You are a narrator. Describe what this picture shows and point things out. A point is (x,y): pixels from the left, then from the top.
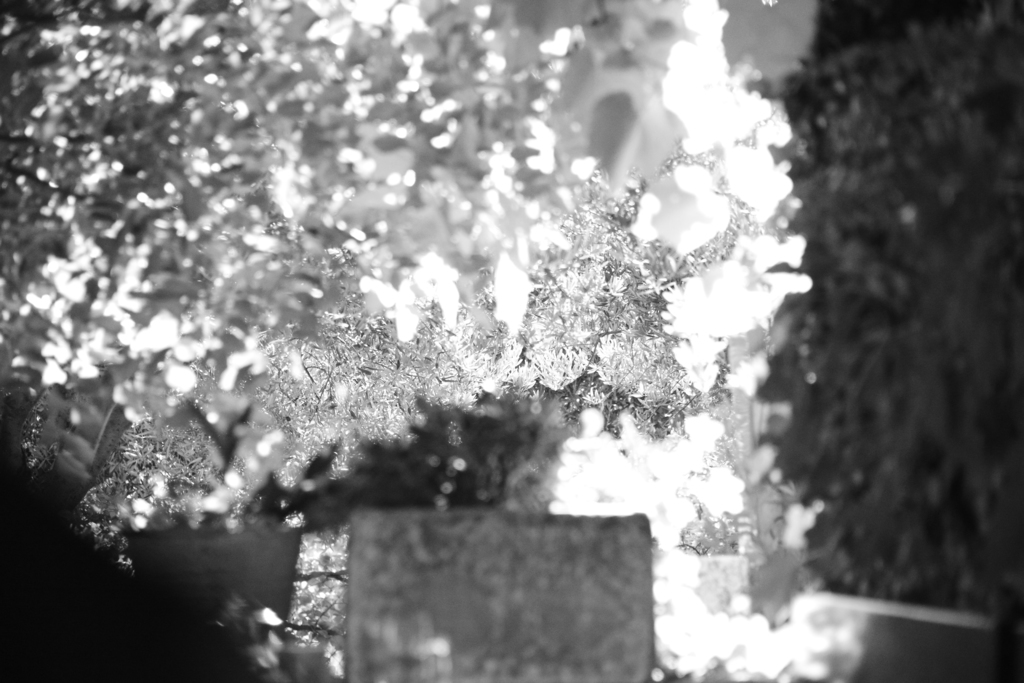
In this picture we can see few trees (463,202).
